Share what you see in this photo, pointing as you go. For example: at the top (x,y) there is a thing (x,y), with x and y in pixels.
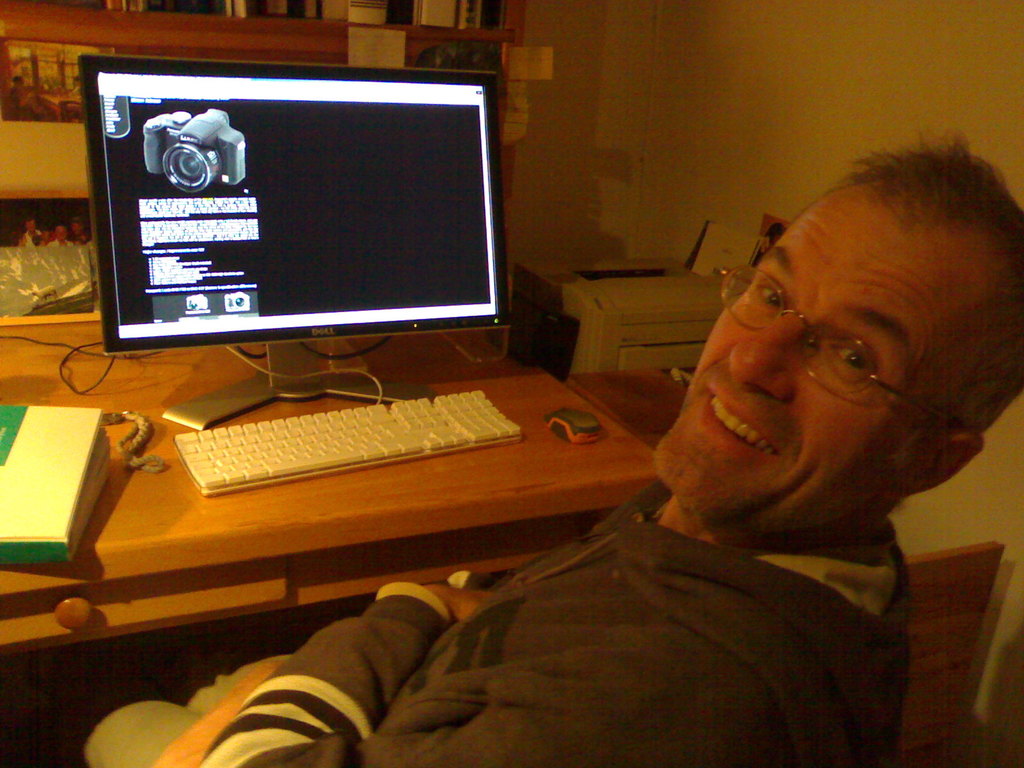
In the image we can see there is a man (560,661) who is sitting and in front of him there is a monitor (356,214) and a keyboard (283,422) on the table (412,494).
